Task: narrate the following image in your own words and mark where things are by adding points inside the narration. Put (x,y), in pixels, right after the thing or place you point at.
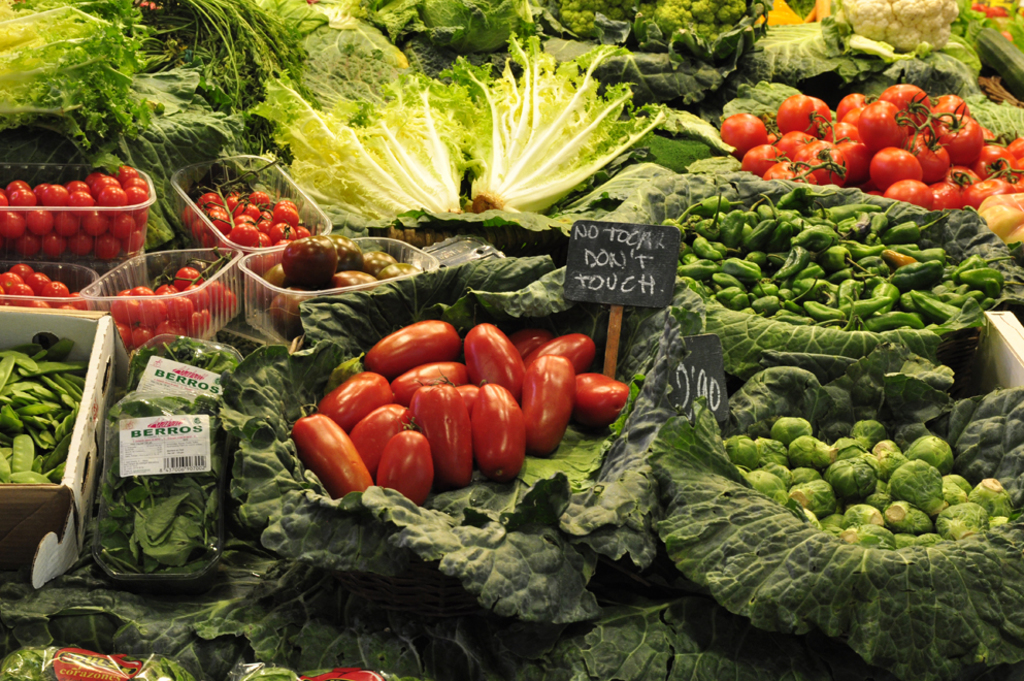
This is a zoomed in picture. In the center (543,374) we can see the tomatoes (529,418), chilies (906,272) and many other vegetables (447,146) placed in the boxes (968,366) and we can see the boards (655,288) on which the text (638,292) is written.
